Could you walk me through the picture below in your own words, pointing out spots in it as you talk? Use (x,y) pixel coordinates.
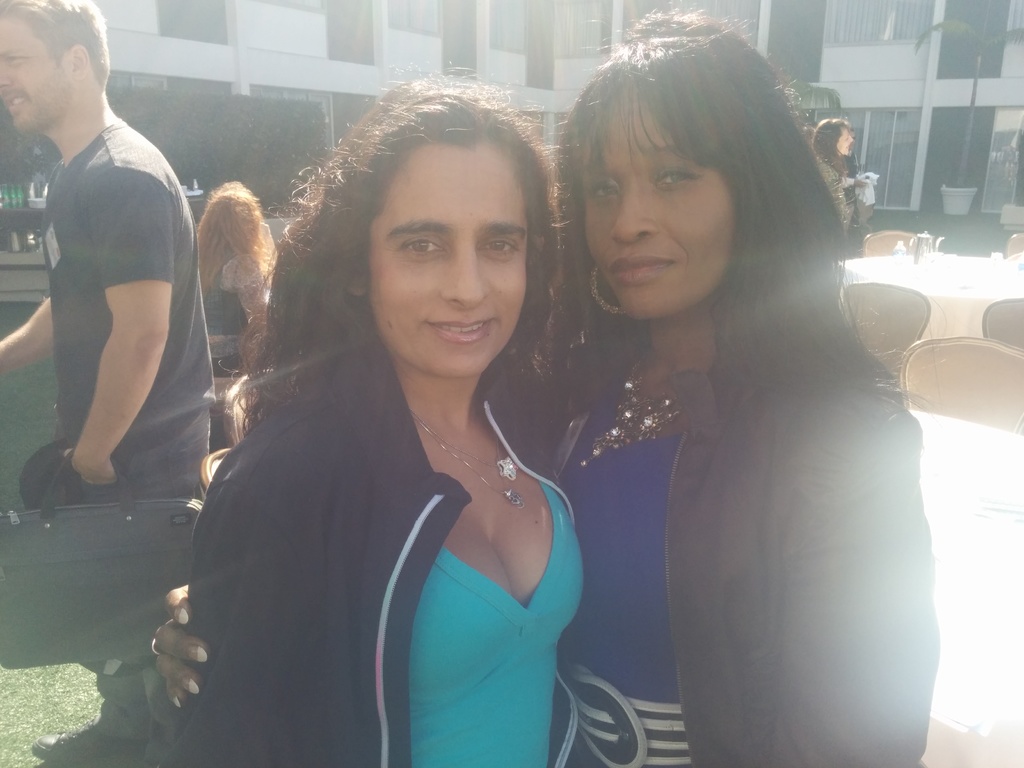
This picture shows few people (835,417) standing and we see chairs (949,397) and a table (915,262) and we see buildings (823,74) and we see a man (105,408) holding a bag (142,583) in his hand (92,463).
